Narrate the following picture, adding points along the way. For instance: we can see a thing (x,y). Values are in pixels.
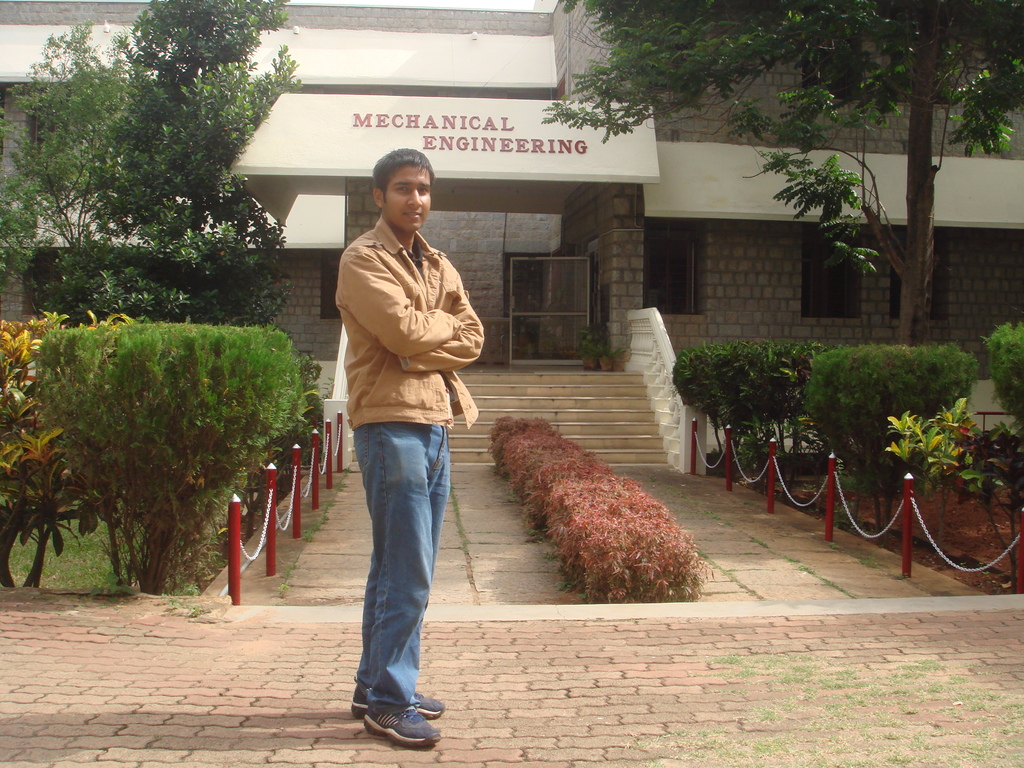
In this image in the center (374,377) there is one man (440,505) standing, and in the background (873,211) there is a building (294,245), trees (217,219), plants (987,454), rods (269,566), chain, grass (806,684), sand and there is a walkway (524,681). At the bottom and in the center (578,390) there are stairs (578,390) and railing (651,348), and there are windows (814,248).
